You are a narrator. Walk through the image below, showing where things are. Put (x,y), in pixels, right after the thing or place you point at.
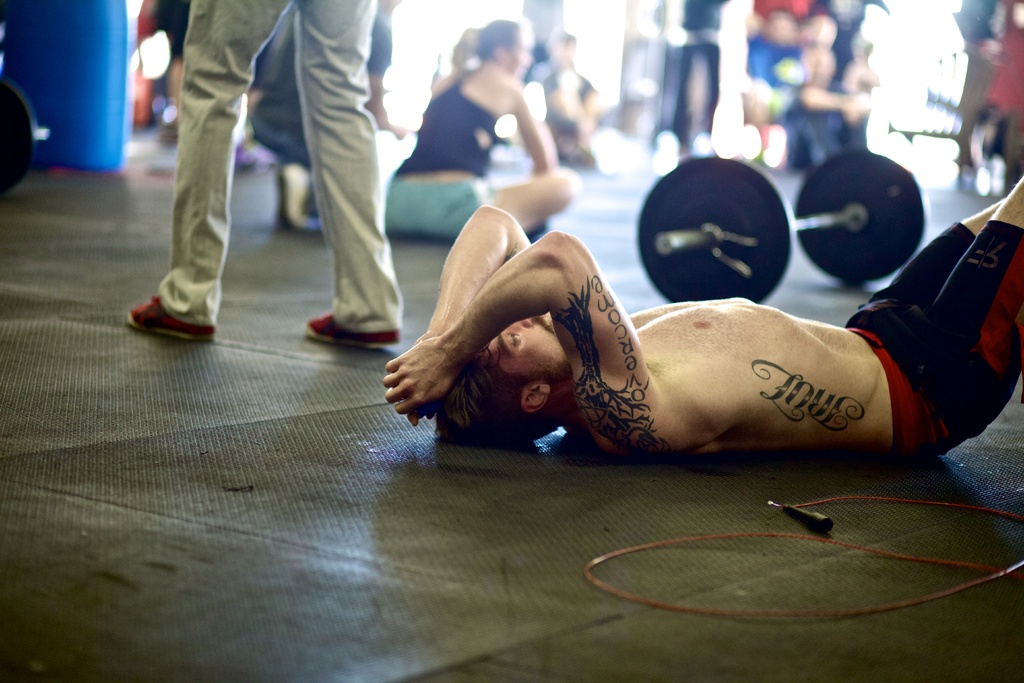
In this image we can see a person (794,331) lying on the ground (338,407). In the background (524,123) we can see persons (354,127) sitting and standing on the floor (327,392). In the background (689,250) we can see gym equipment (676,251).
